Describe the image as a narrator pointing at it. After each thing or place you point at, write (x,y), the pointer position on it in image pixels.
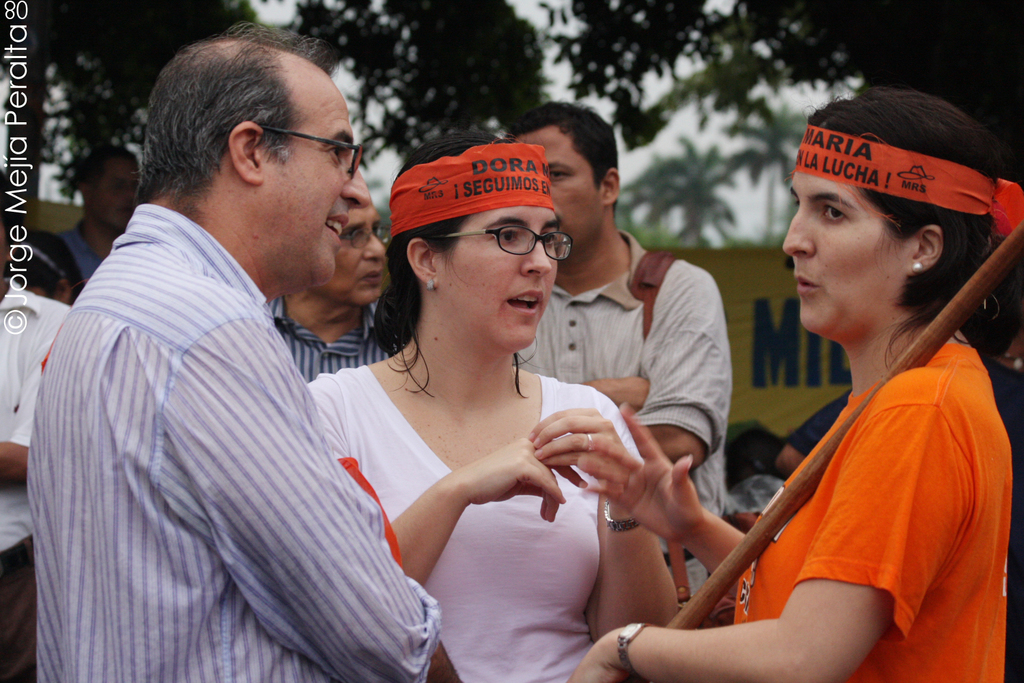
In the middle of the image (365,230) few people (535,171) are standing and smiling. Behind them there is a banner (780,281). Top of the image (104,123) there are some trees (106,132).
